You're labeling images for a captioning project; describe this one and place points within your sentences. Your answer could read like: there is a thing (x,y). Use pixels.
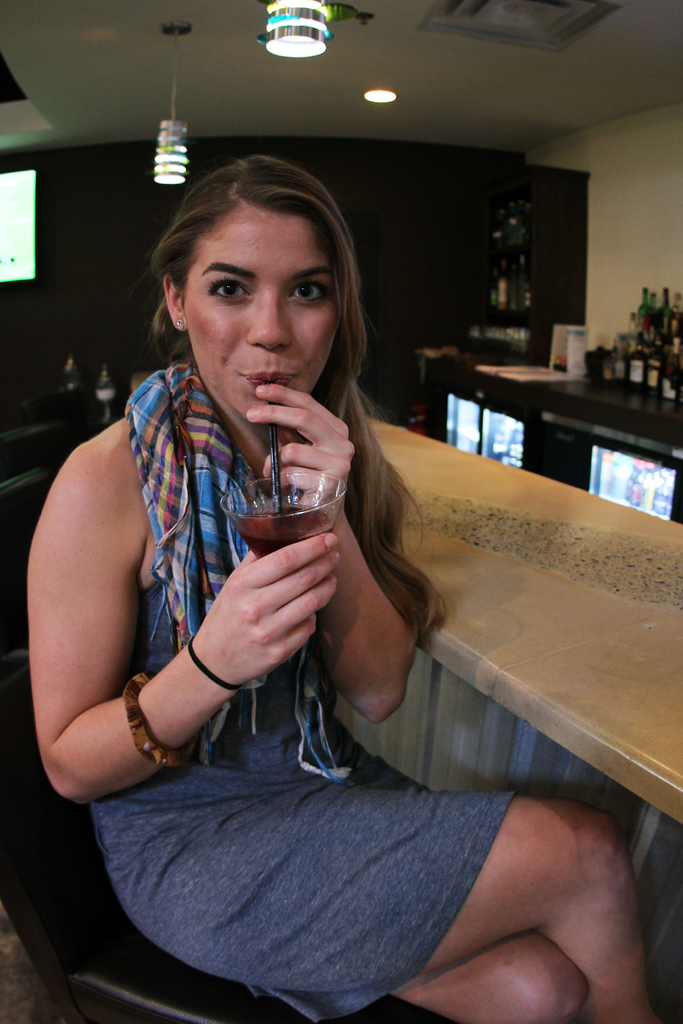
In this image I can see the person (382,586) is holding the glass (332,521) and the straw (272,454). I can see few bottles (646,345), lights (300,21), wall (606,300) and few objects (553,375).
